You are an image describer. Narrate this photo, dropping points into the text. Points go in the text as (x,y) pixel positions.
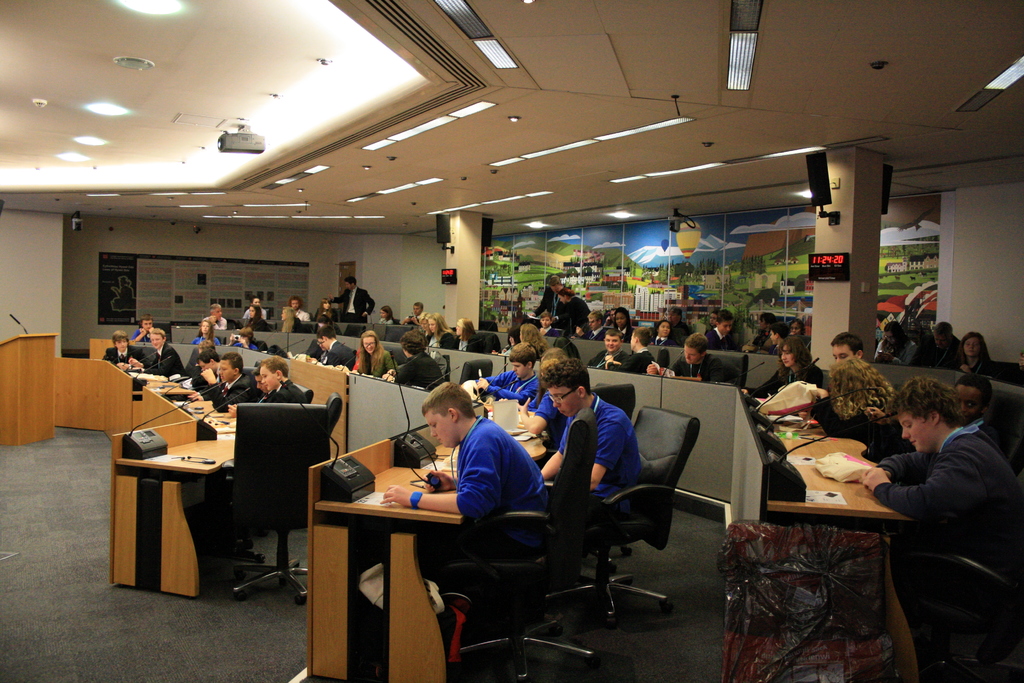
In this image there is a hall (292,500). There are tables (390,508) and chairs (303,462). There are people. There are pillars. There are cameras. There are speakers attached to the pillars (846,307). There are some equipments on the table (313,496). There is a table (39,382) with mike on the left side (39,419). There is a roof (497,123) with lights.
